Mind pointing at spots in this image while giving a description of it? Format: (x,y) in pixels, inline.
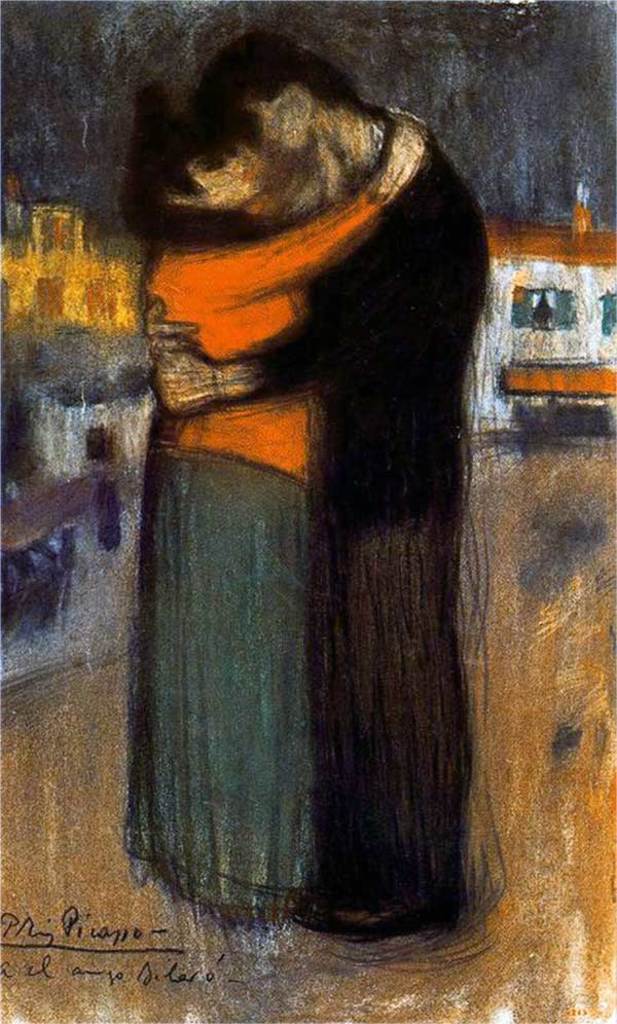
In this image there is a painting (560,846). In the painting (309,564) there are two people (209,418) hugging each other. Behind them there are houses (539,365). In the bottom left (65,963) there is text (104,966) on the image.
